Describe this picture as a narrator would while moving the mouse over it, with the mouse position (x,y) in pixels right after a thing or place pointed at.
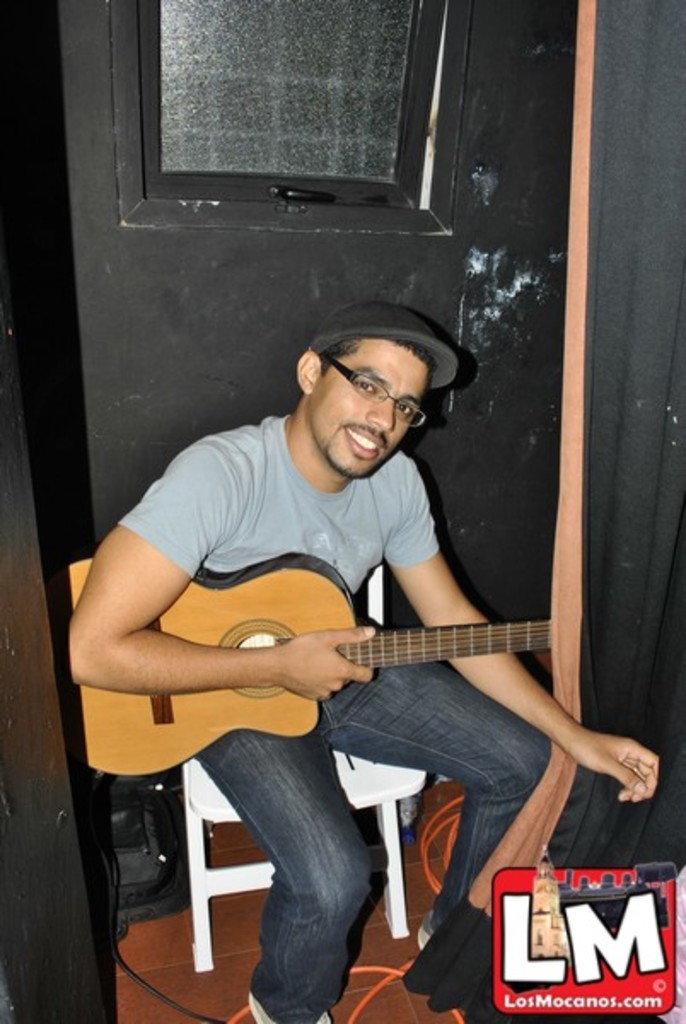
The person (349,376) wearing black hat (354,330) is sitting on a chair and holding a guitar (377,643) in his hands (299,670).
